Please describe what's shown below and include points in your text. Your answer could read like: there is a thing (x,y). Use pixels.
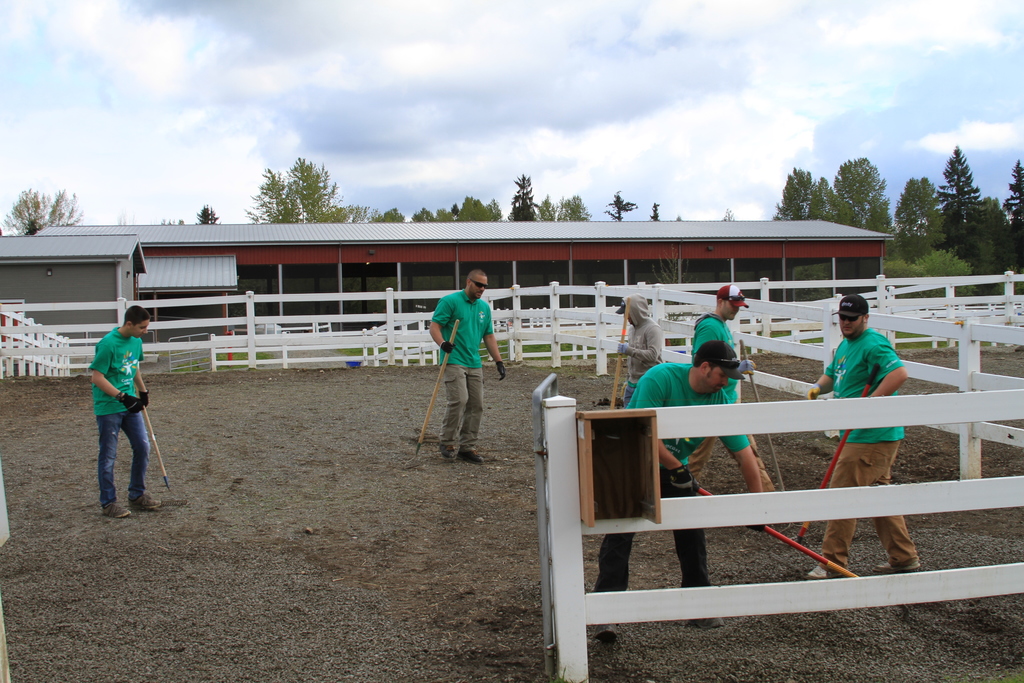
In this image I can see few people (880,448) are standing on the ground (21,479) and I can see all of them are holding sticks (624,325). I can also see except one, rest all are wearing same colour t shirt (640,382). I can also see wooden railings (856,423) in the front (893,484) and in the background of this image (77,303). I can also see few buildings (299,252), number of trees (74,222), clouds (560,193) and the sky (511,163) in the background (502,111).
